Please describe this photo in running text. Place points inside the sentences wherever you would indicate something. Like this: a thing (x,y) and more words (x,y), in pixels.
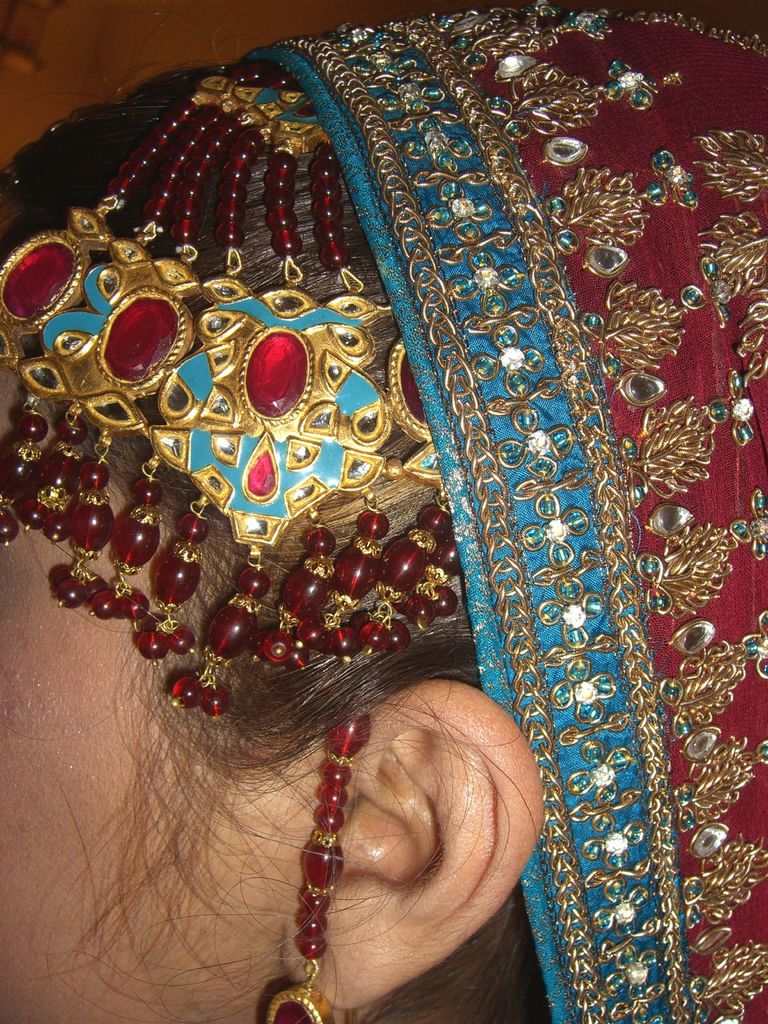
In this image we can see the head (386,443) of a woman (459,691).
